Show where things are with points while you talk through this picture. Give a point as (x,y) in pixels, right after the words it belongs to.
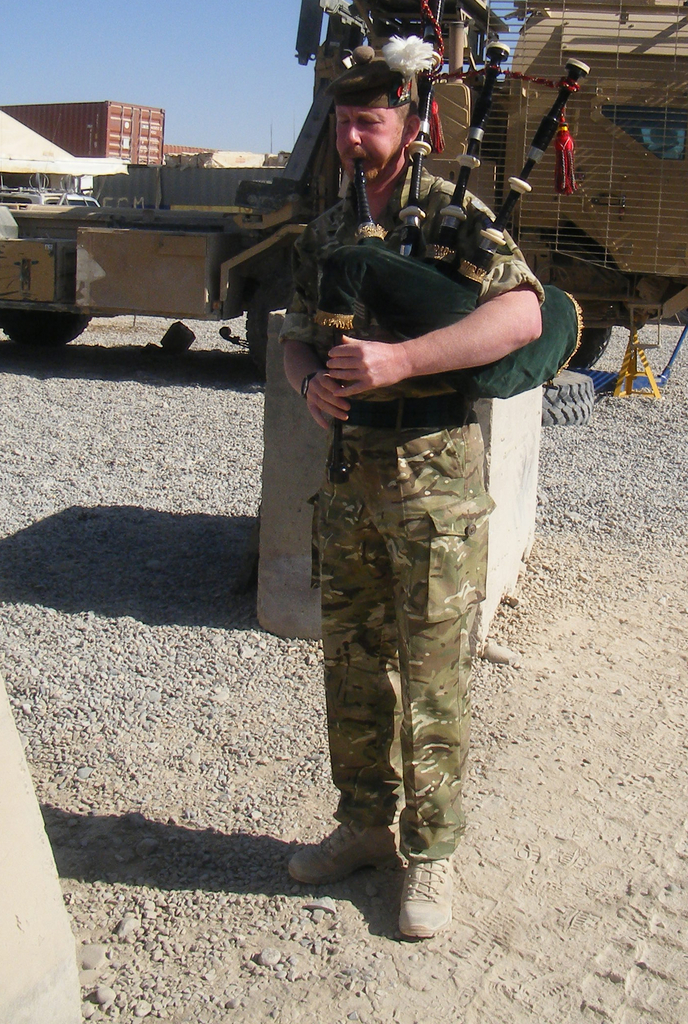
In this image we can see a man (408,412) is standing and playing musical instrument (428,328). He is wearing an army uniform (415,635). In the background (202,123), we can see a vehicle (646,200) and the sky (241,0). At the bottom of the image (643,794), we can see the land (597,860). We can see the cement structure (510,468) behind the man (459,494).
